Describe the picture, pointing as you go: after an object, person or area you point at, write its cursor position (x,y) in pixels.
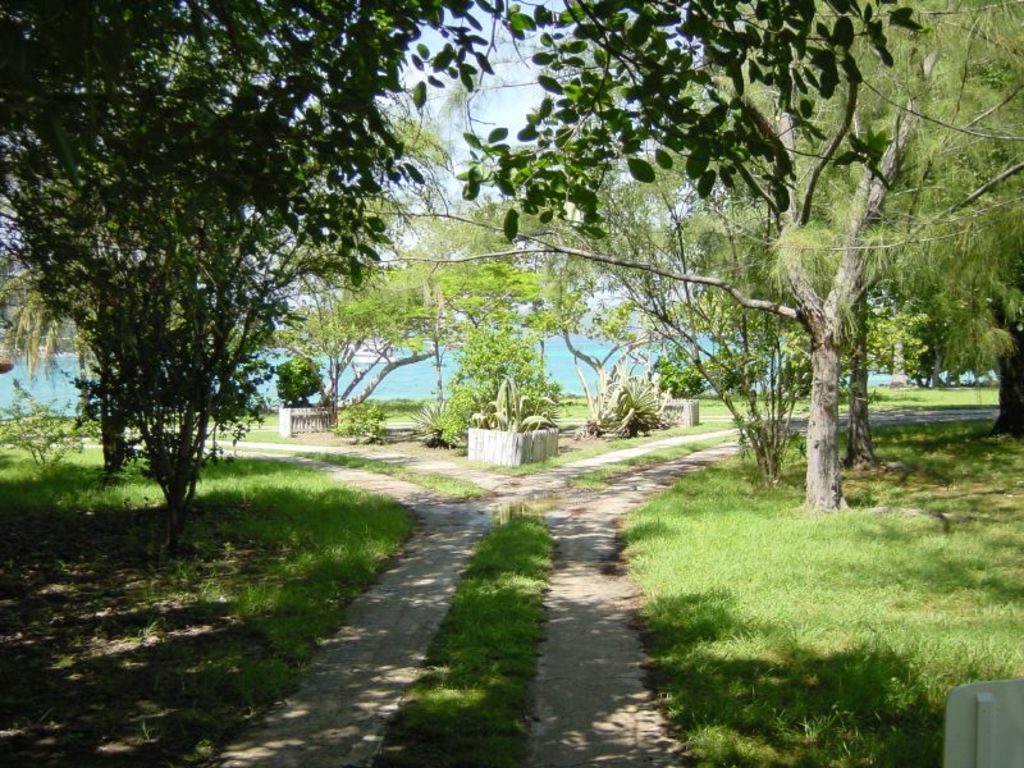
In the center of the image (500,487) there are paths (443,584). At the bottom of the image (698,574) there is grass (824,518) on the surface (848,536). At the center of the image (489,331) there are water (551,361) and plants (522,385). In the background of the image (511,74) there are trees (564,138) and sky (535,75).
